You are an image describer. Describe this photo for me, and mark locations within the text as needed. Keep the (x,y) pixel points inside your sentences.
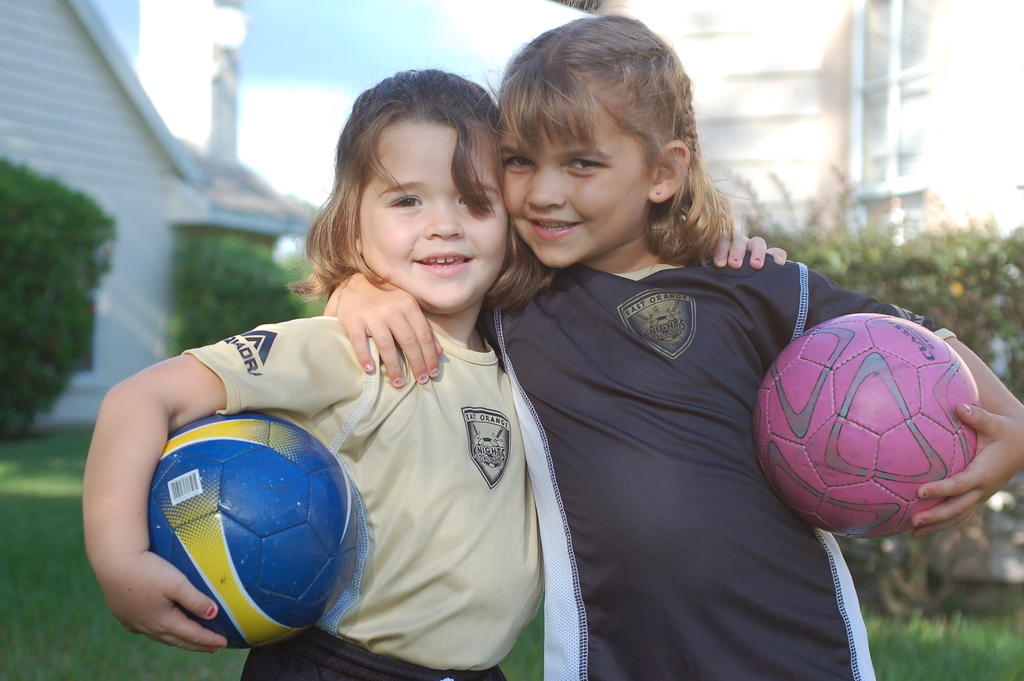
In the image we can see there are two girls (499,384) who are standing in front (317,403) and holding ball (271,521) in their hand (1006,478) and at the back (892,123) there are buildings (230,128) and there are plants (53,287) in front of them and the ground (80,600) is covered with grass (927,641).
